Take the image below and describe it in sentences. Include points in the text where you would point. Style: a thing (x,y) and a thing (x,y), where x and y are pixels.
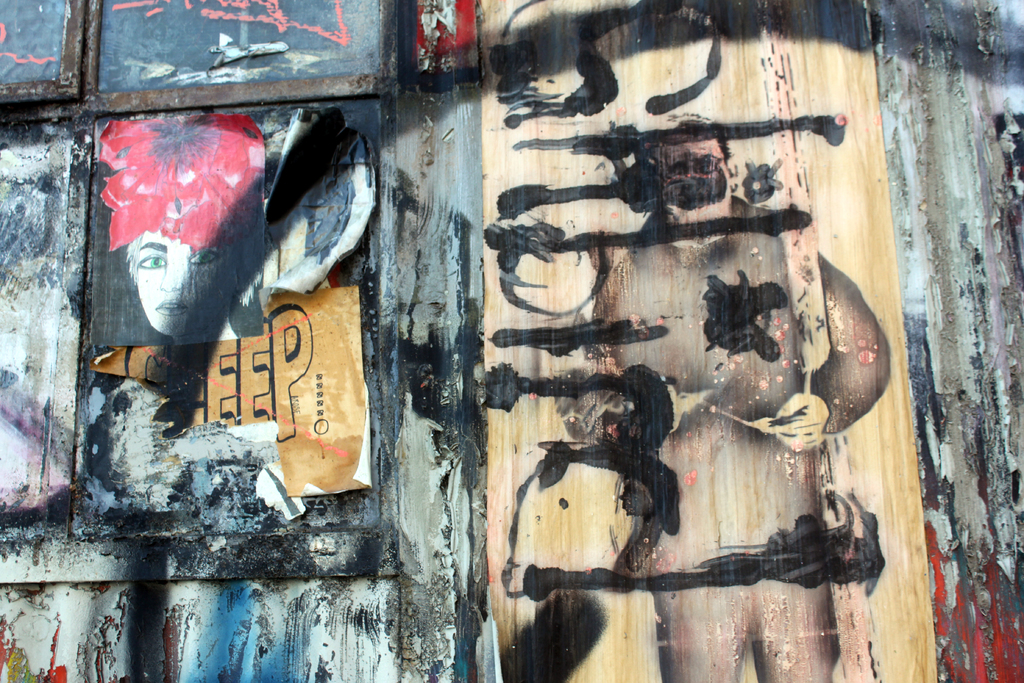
In this image, we can see posters (234,361) on the window (199,499). Here we can see some text (251,404) on the wall (647,424).
